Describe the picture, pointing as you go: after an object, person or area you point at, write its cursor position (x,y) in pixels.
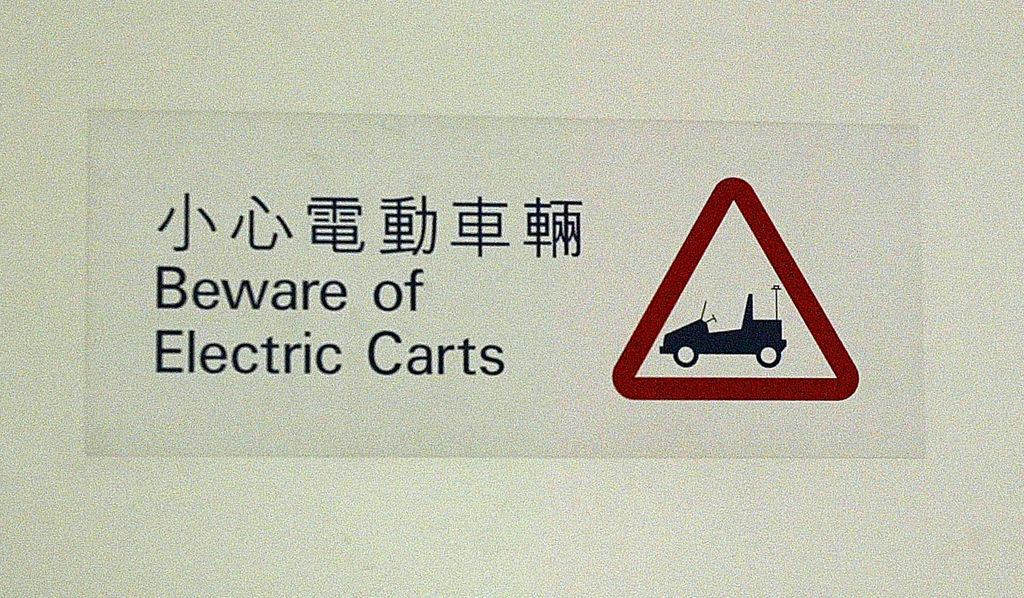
In this picture we can see a poster (625,249). In this poster (631,233), we can see a sign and a vehicle (680,337). There is some text (243,370) written on this poster (163,209).
